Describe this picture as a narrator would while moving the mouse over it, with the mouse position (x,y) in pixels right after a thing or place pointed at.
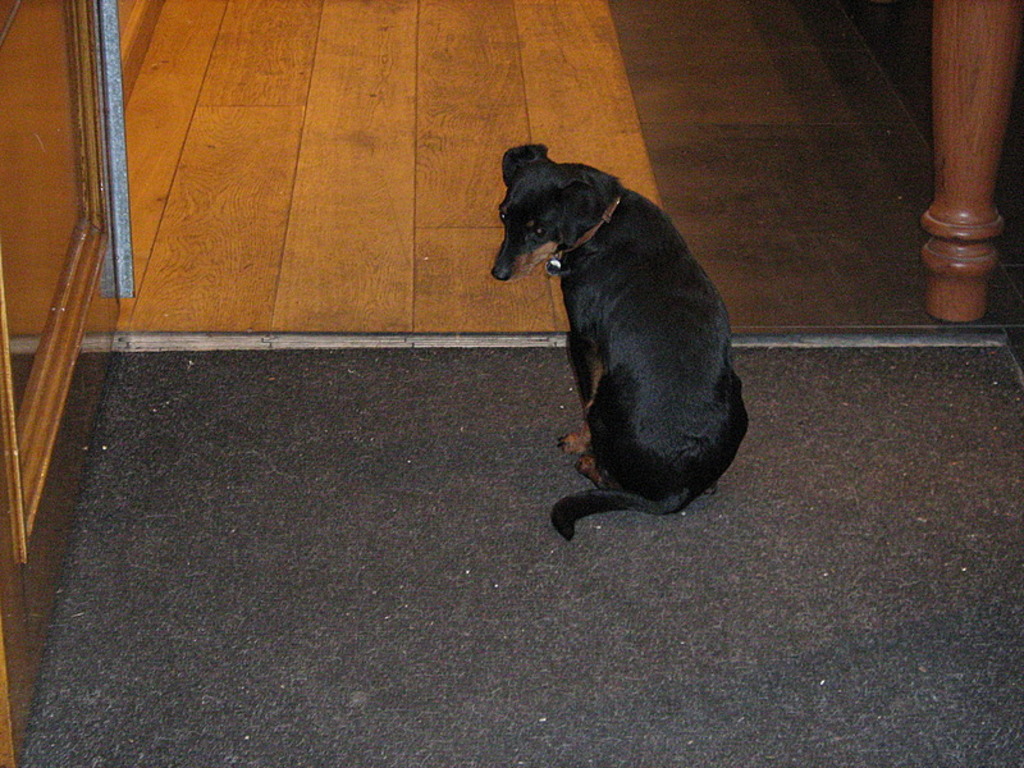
It's a dog (670,445) which is in black color.
